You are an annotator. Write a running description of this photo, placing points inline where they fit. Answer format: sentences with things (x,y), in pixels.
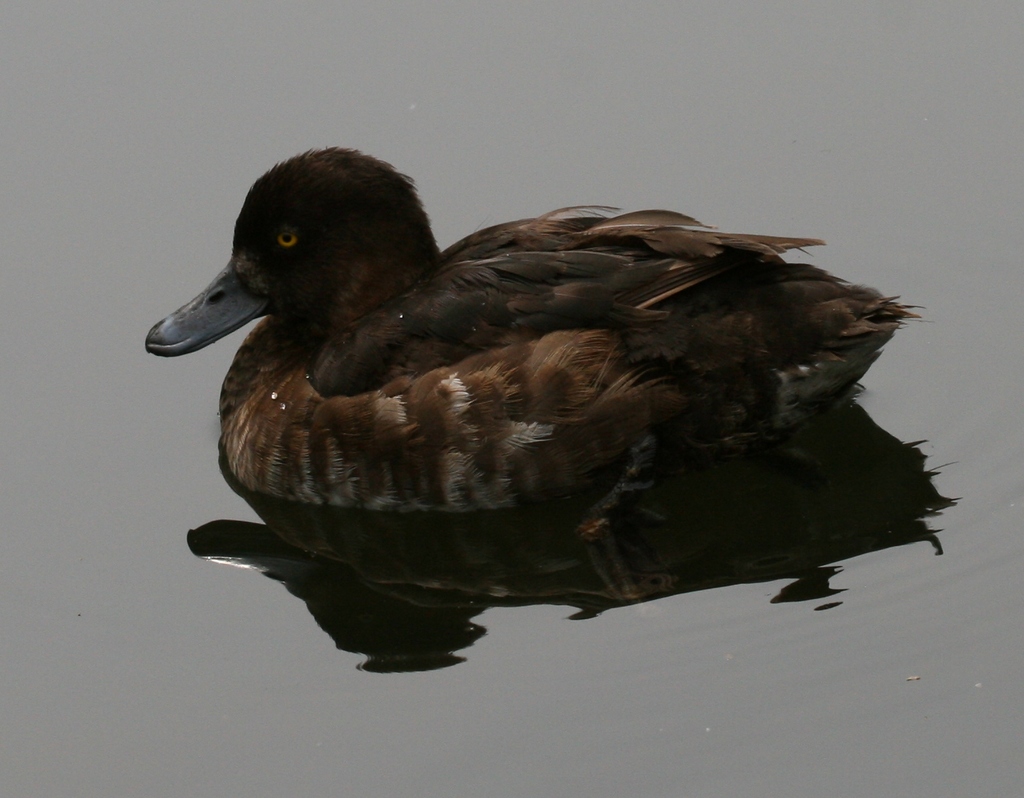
In this picture there is a black duck (602,294) on the water (512,525).
